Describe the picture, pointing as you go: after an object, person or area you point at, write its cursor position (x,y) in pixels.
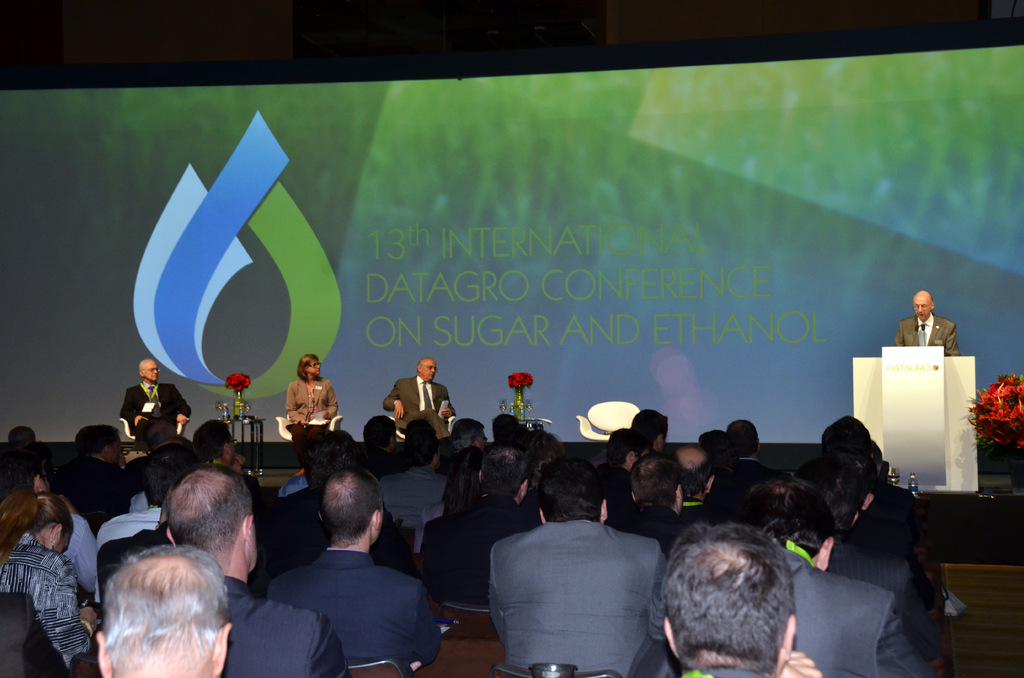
In this picture we can observe some people (439,561) sitting in the chairs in front of a stage (964,538). We can observe four members (156,397) on the stage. One of them is standing in front of the podium (915,401) and speaking. In the background (538,317) we can observe a screen (378,275).
